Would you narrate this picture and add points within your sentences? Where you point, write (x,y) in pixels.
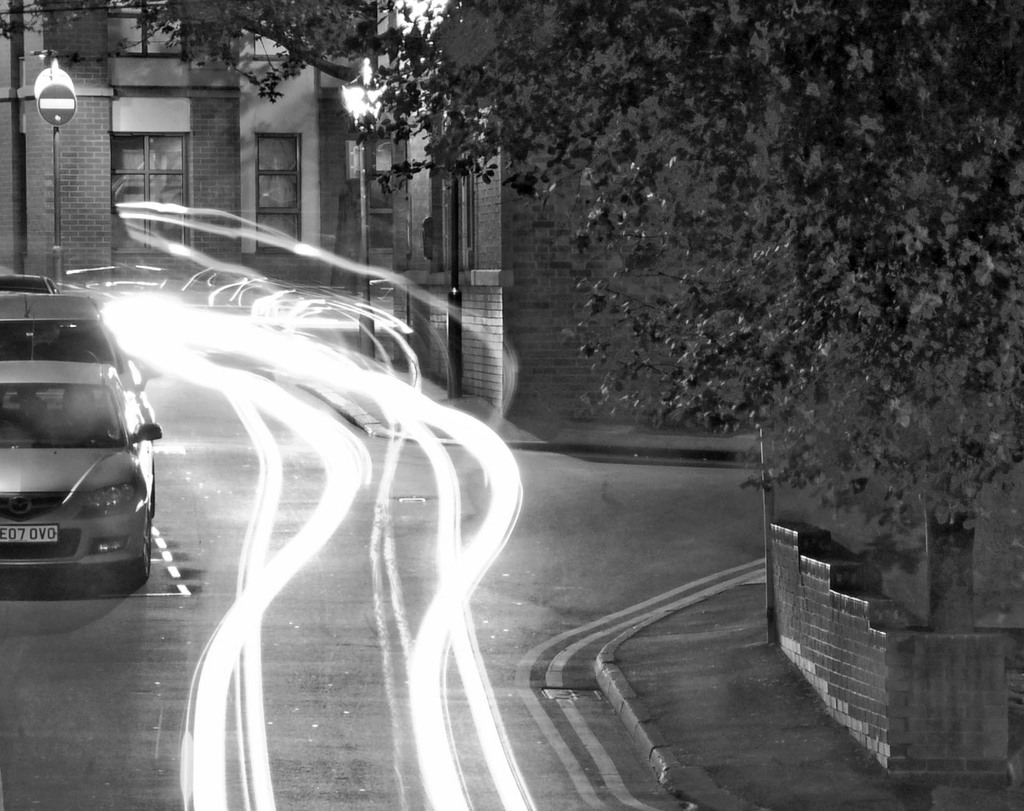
In this image there is a road (183,574) on which there are cars (52,326) on the left side (39,371) and there is a reflection (311,529) of lights (321,445) in the middle (354,455). On the right side (779,151) there is a tree (808,138). In the background (234,161) there is a building (271,168) with the windows (164,161). On the left side (50,120) there is a signal board (50,120).
